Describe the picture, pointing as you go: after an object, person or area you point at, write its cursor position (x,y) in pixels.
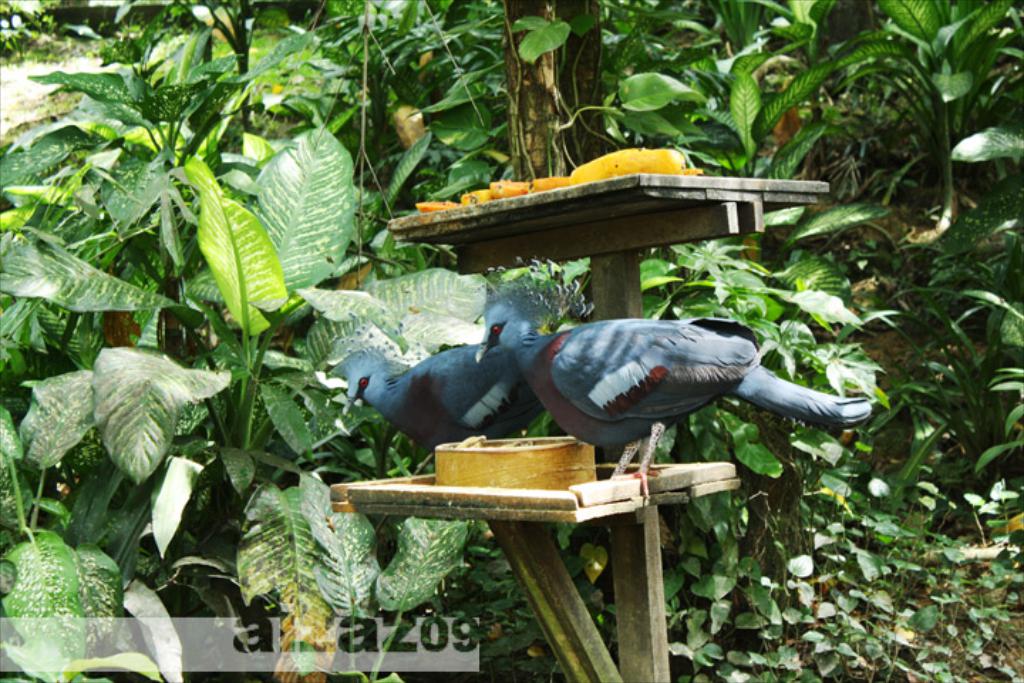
In this image we can see birds (525,330) on the wooden stand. Behind the wooden stand (561,223) trees (741,524) and plants (832,357) are there. On the wooden stand (585,209) one yellow color thing (499,194) is there.
